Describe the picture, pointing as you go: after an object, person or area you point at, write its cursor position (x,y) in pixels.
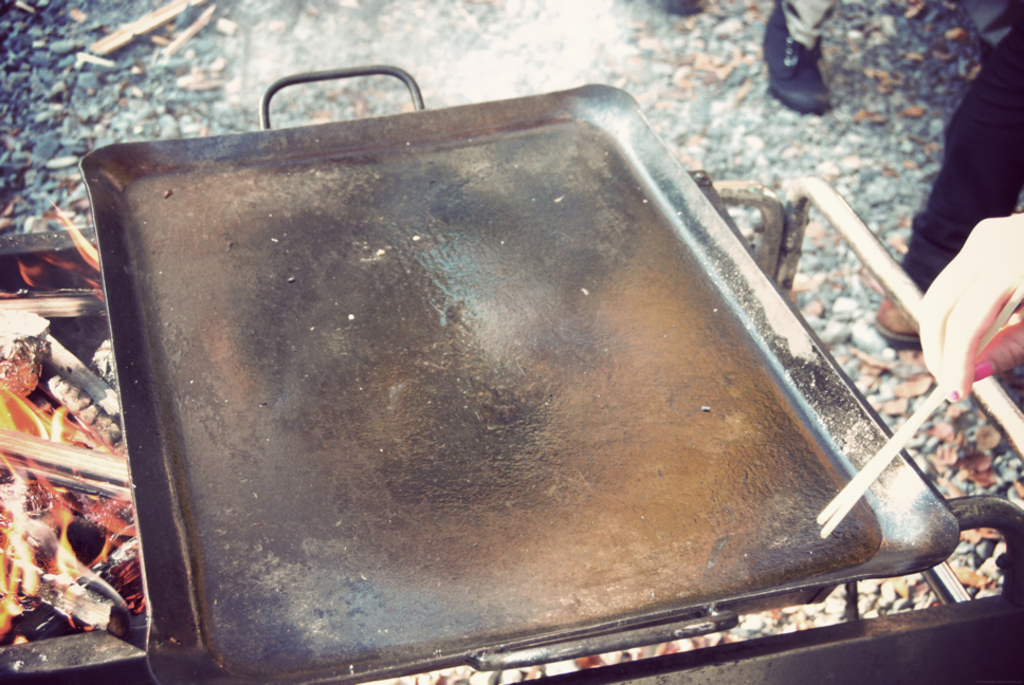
In this picture I can see a pan (438,377) in the middle (501,432), on the left side (94,398) there is the fire (67,474). On the right side (978,373) a human hand (987,364) holding the chopsticks (904,429).
